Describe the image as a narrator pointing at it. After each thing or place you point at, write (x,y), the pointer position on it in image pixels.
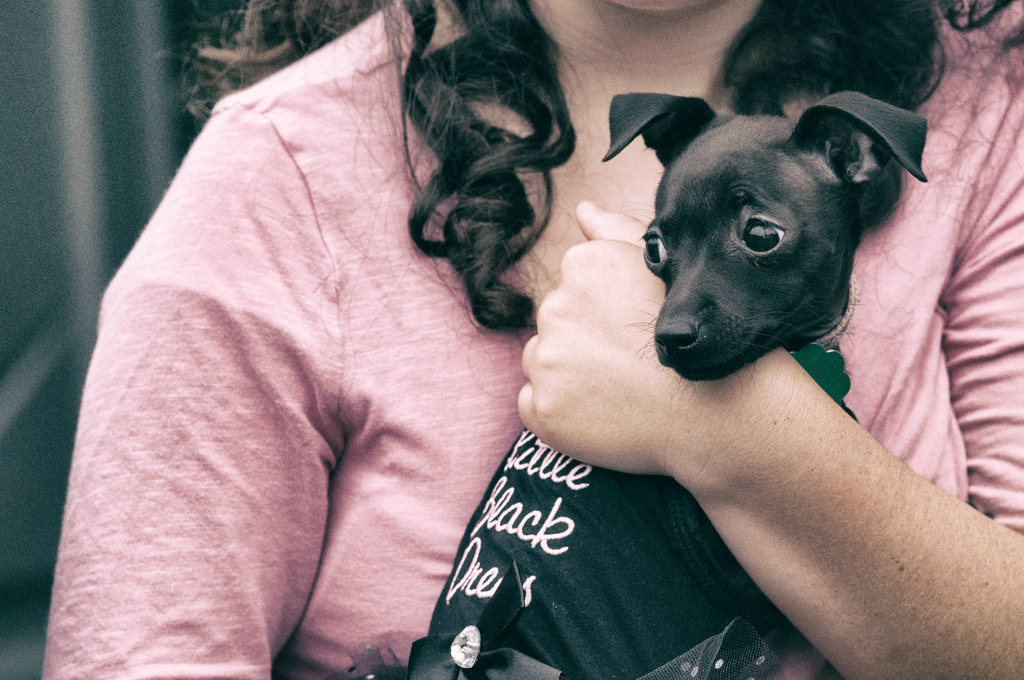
In the image there is a woman (493,229) in peach color dress (442,236) holding a black dog (721,336).
